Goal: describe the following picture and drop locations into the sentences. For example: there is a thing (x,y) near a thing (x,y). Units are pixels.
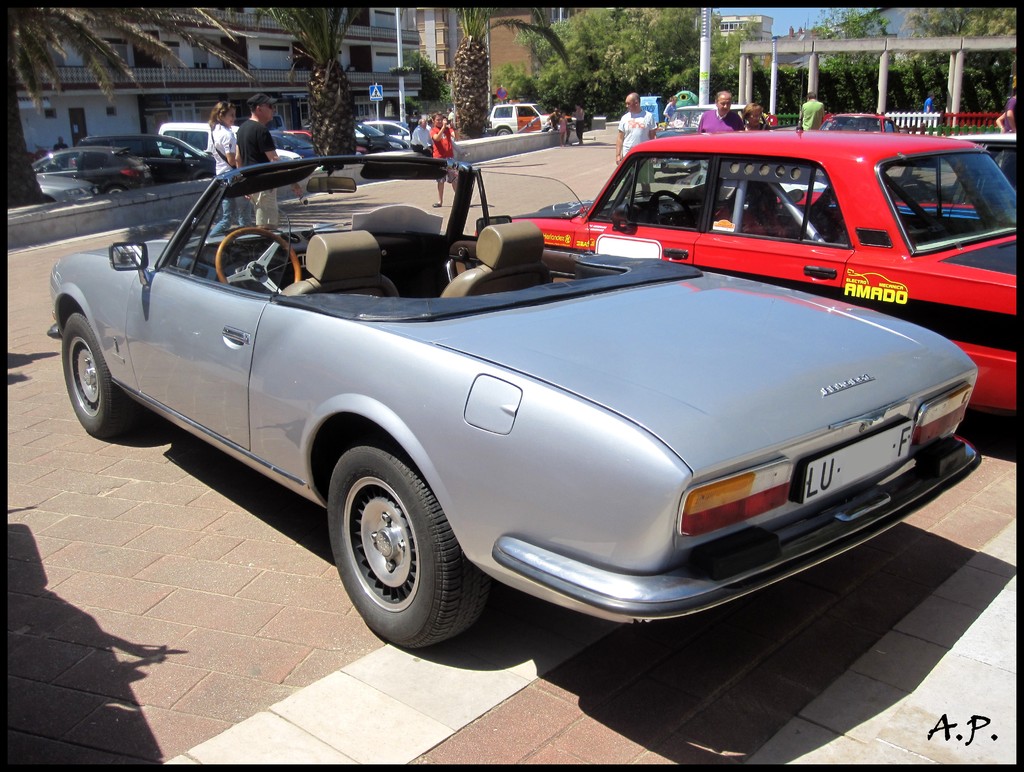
In this image we can see few people (267,148). We can see few people (261,135) are carrying some objects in the image. There are many vehicles (133,151) in the image. There are many trees (478,56) in the image. There is a board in the image. There are few buildings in the image. We can see the sky (792,22) at the top right side of the image (808,29).
